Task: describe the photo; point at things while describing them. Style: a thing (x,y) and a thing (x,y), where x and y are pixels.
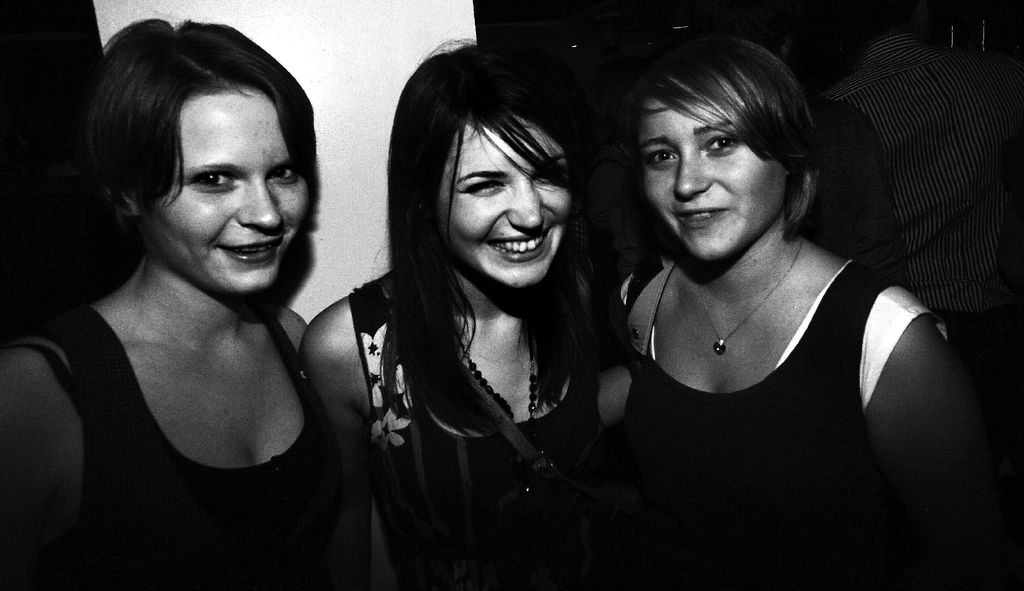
This is a black and white image. In the center of the image (521,351) there are three girls (230,183). In the background of the image (342,23) there is wall (383,18). There are people (922,47).
